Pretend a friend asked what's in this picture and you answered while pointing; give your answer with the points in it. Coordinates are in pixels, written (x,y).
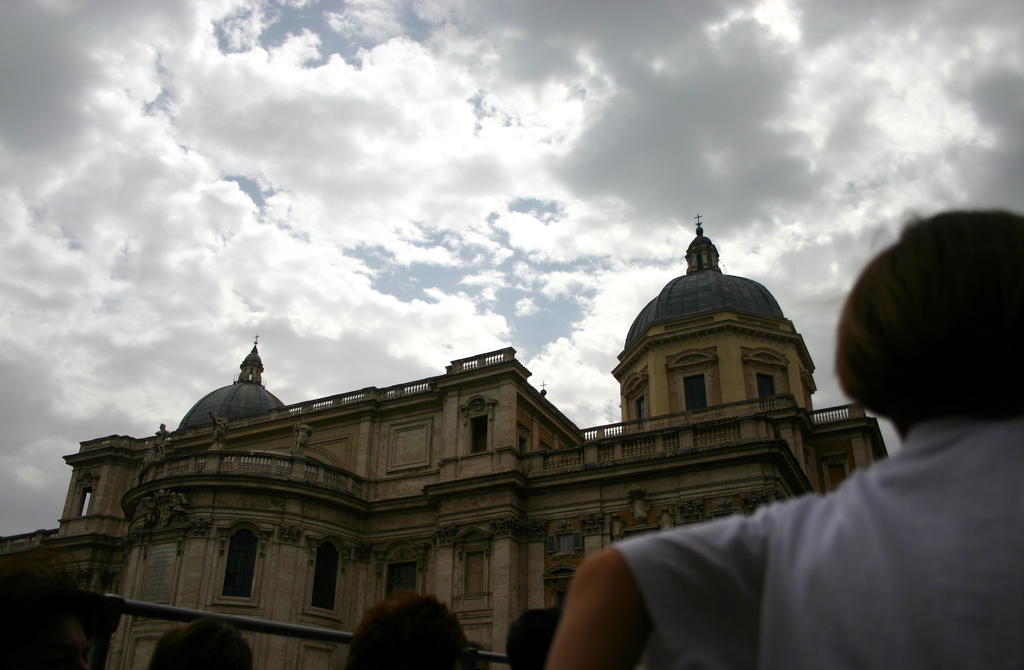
In the center of the image (353,424) there is a building (92,507). At the bottom (75,593) there are people (594,563). In the background (602,194) there is sky (428,102).
